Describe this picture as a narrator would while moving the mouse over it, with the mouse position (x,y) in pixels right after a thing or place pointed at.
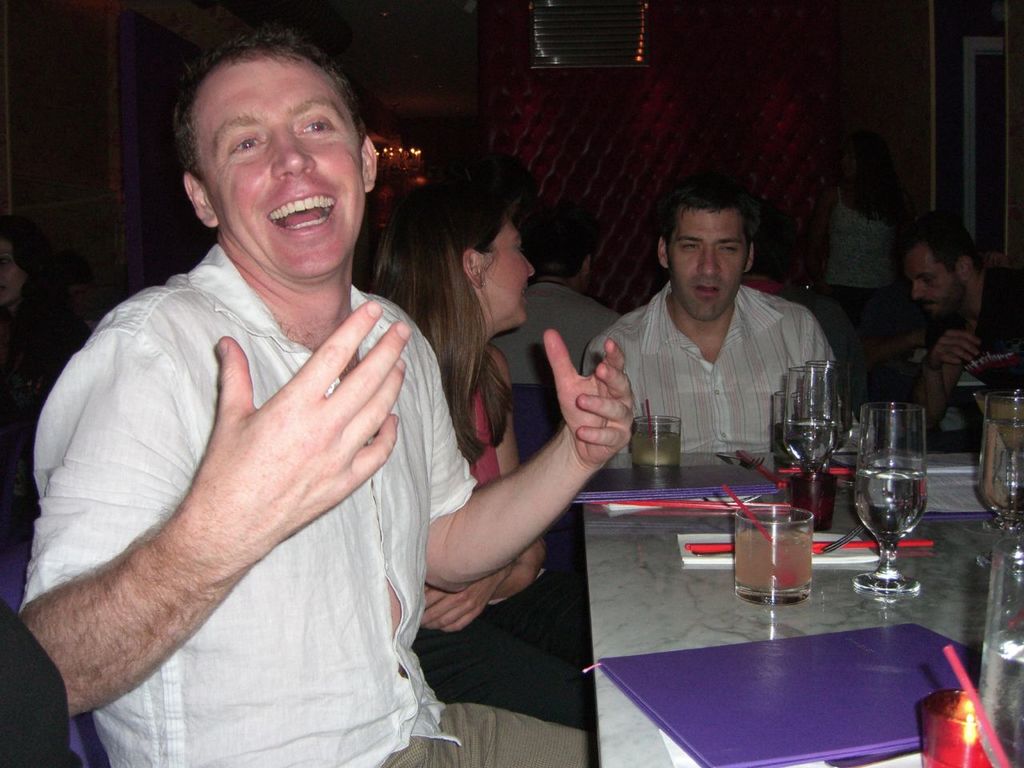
Here in the picture on the left side (292,514) we can see one man (327,469) is smiling which we can see on his face (311,271). And they were few more peoples (688,317) were sitting around the table (710,518), and discussing something. And on the table (939,565) they were some objects (873,462).
